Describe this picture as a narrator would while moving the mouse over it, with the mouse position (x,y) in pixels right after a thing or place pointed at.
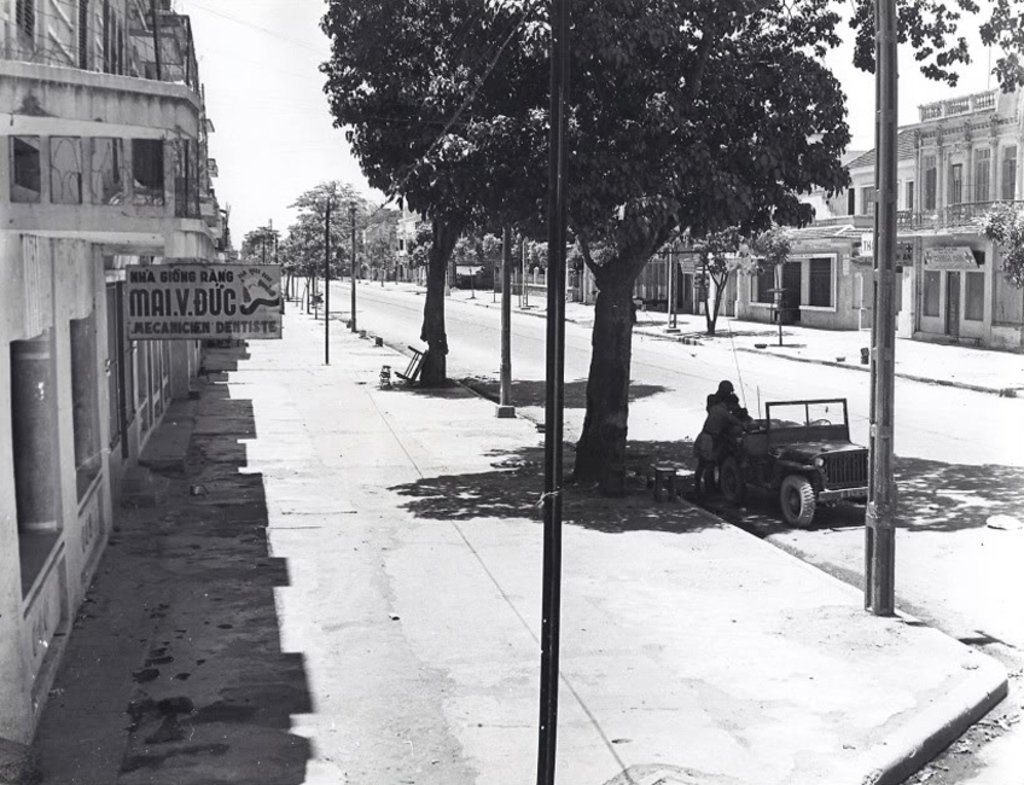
In this picture we can see a vehicle (789,451) and two people (710,411) standing on the road (638,380), footpaths (671,612), poles (354,315), trees (418,236), buildings (43,484), name board (140,271) and in the background (283,125) we can see the sky (227,124).
